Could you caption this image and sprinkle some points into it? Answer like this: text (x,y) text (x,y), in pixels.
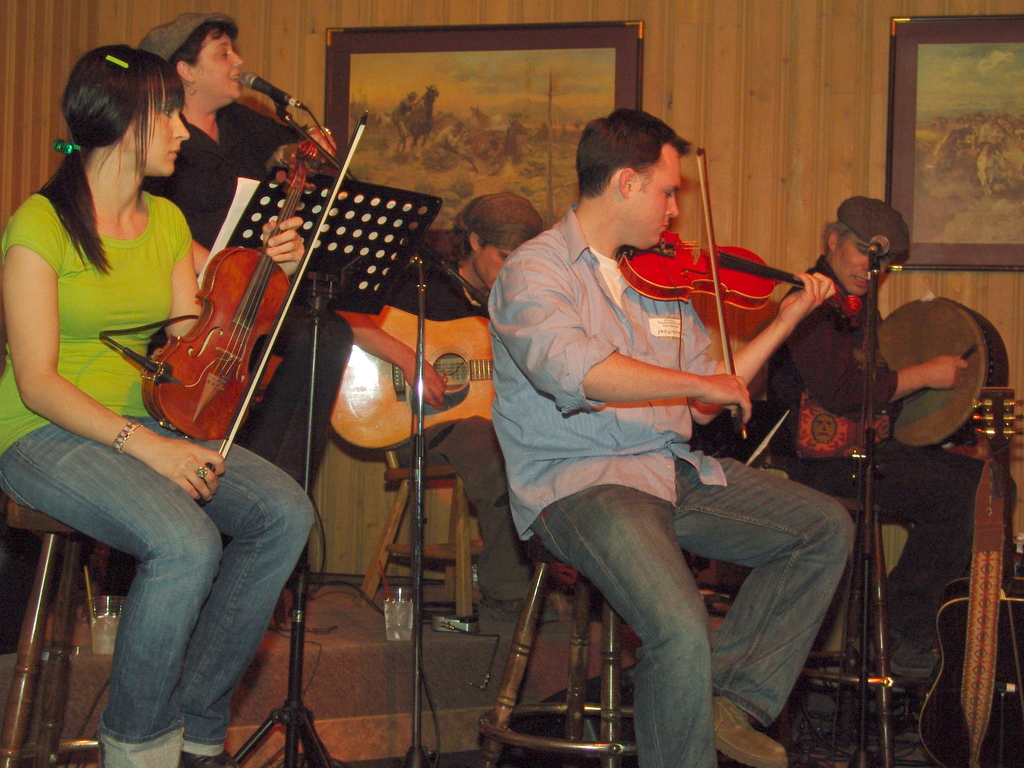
In the image we can see there are people (674,345) who are sitting on chair (66,563) and they are playing musical instruments (438,366).
